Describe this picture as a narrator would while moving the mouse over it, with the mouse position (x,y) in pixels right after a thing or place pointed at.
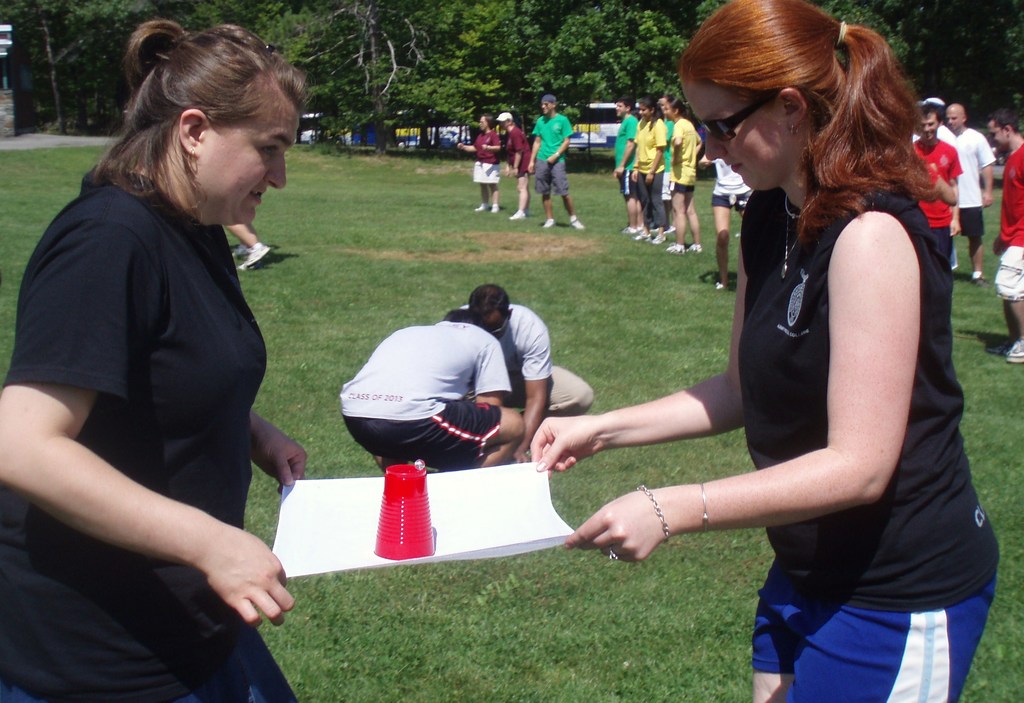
This is an outside view. Here I can see few people (520,177) are standing on the ground (642,332). In the foreground (858,553), I can see two women (807,344) are standing and holding a paper (365,498) on which I can see a red color glass (405,513). At the back of these people (541,456) I can see two men (455,378) are sitting on the ground (674,368) and looking at the downwards. In the background (945,238) few people (640,172) are wearing t-shirts (653,161), shorts (548,179), standing and looking at these people (250,219). On the top of the image (432,28) there are some trees (473,40).
